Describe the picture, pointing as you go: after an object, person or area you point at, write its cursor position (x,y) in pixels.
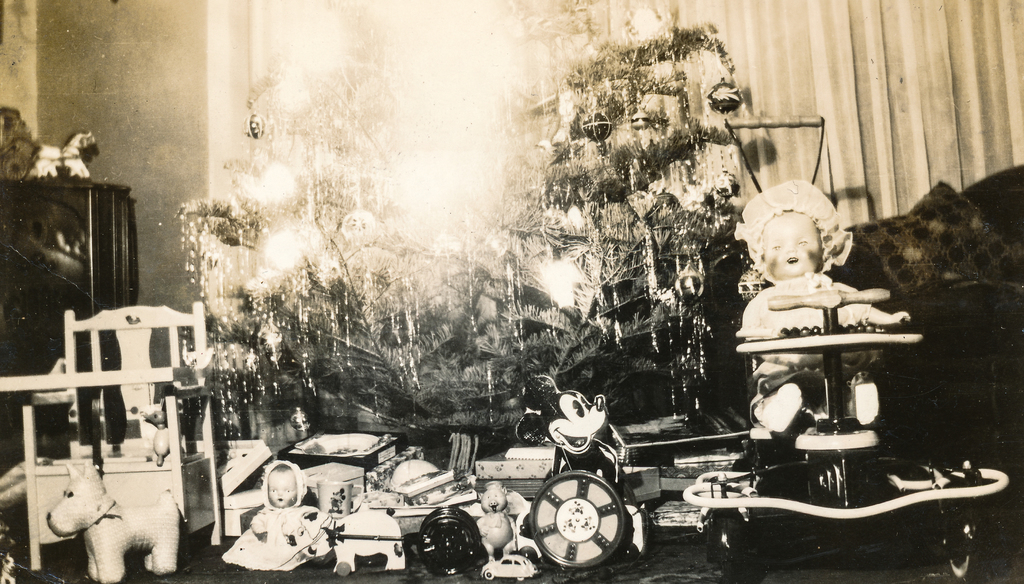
It is the black and white image in which there are so many playing toys (115,375) in the middle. In the background (458,321) there is a Christmas tree (616,200) with some decorative items (638,115) like balls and lights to it. On the right side (944,301) there is a sofa (981,305) on which there is a pillow (944,237). In the background (915,84) there is a curtain (923,73). On the left side (67,243) there is a cabinet (67,243). On the cabinet (67,243) there is a toy (68,150).
